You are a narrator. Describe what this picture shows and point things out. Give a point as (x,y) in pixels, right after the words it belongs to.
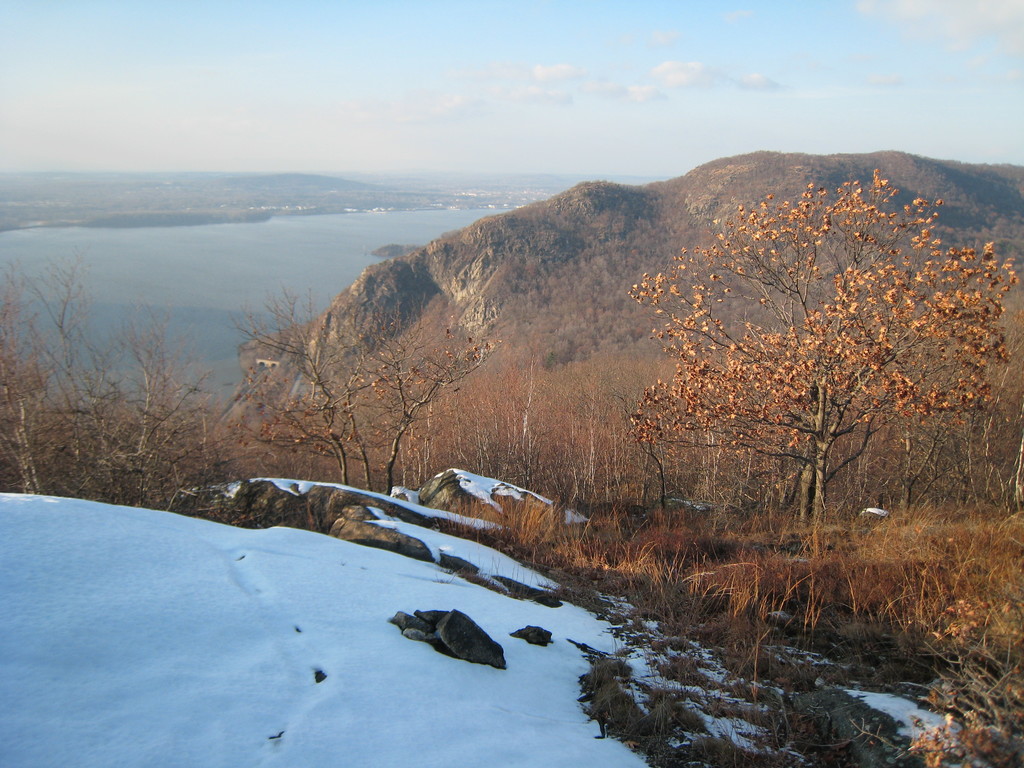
In this image there are mountains (572,319), trees (519,430), one mountain (380,560) is covered with snow (295,684), in the background (208,363) there is a lake (442,217) and the sky (429,116).
